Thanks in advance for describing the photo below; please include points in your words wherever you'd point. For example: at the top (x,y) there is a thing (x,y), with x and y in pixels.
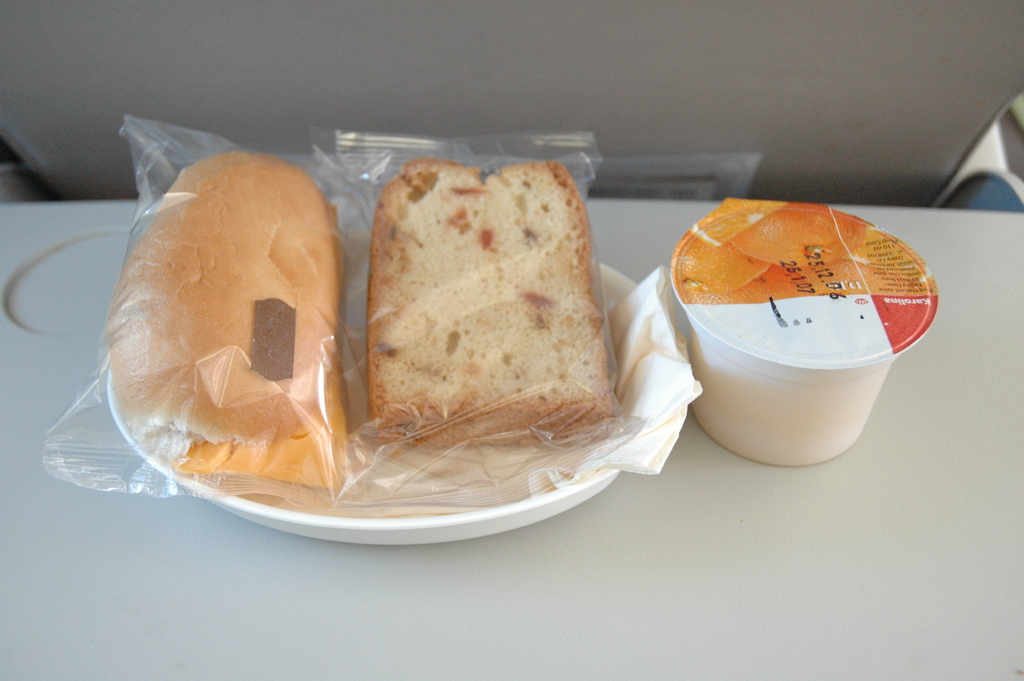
In this image we can see a plate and a cup (814,343) placed on a white surface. On the plate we can see food items (432,391) and on the cup (761,265) we can see a label (748,267) with text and image (747,286). At the top (312,69) we can see an object (383,90).
